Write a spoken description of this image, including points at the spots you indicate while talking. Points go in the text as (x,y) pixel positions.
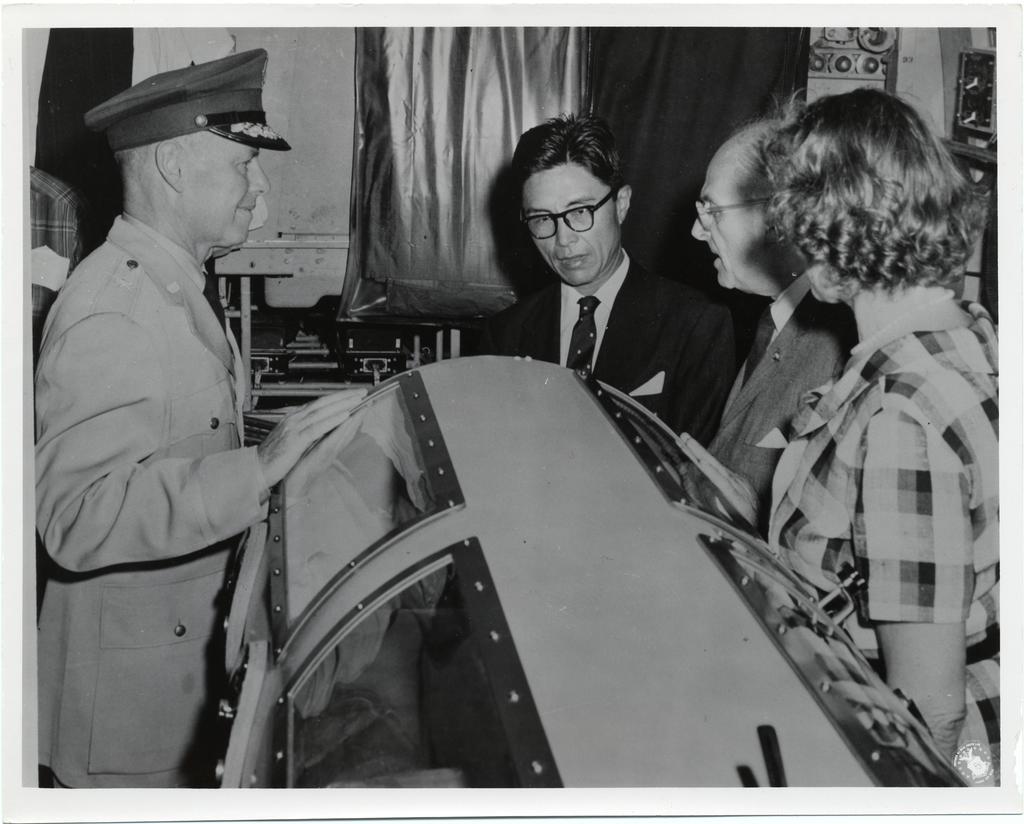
In the foreground of this image (532,596), at the bottom (548,610), there is an object (357,446) and also four people (615,283) standing near it. In the background (631,128), it seems like a curtain (507,76) and few more objects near the wall (318,85).
